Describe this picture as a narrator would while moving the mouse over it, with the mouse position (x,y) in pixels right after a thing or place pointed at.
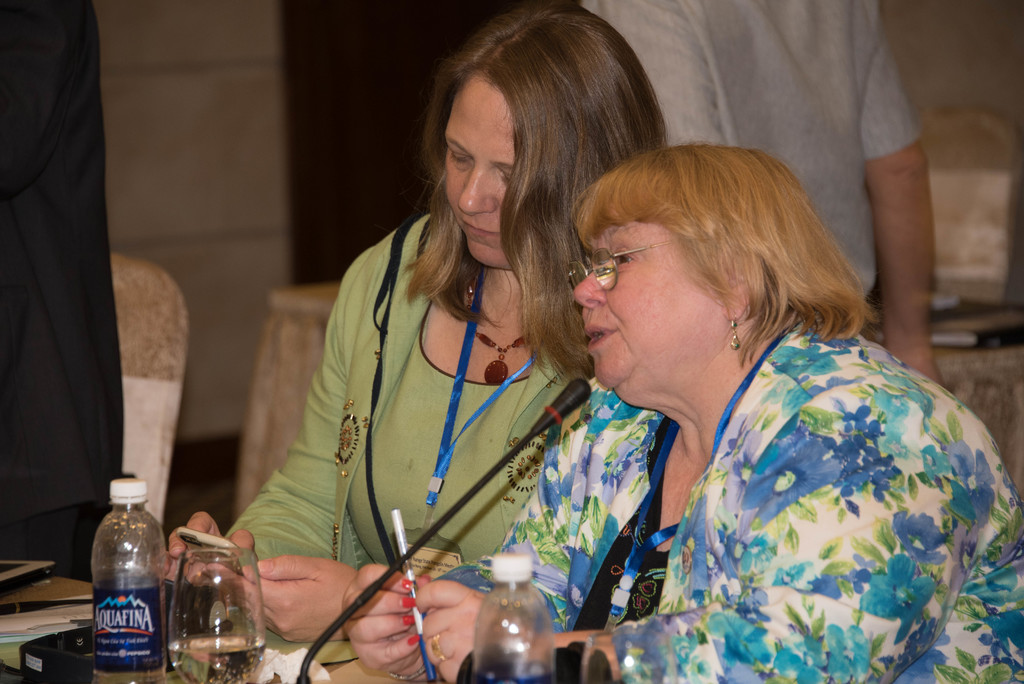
In this picture we can see group of people (507,235), few are seated and few are standing, in front of them we can see bottles (98,573), glass (194,621), microphone (454,505) and other things (41,600) on the table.
